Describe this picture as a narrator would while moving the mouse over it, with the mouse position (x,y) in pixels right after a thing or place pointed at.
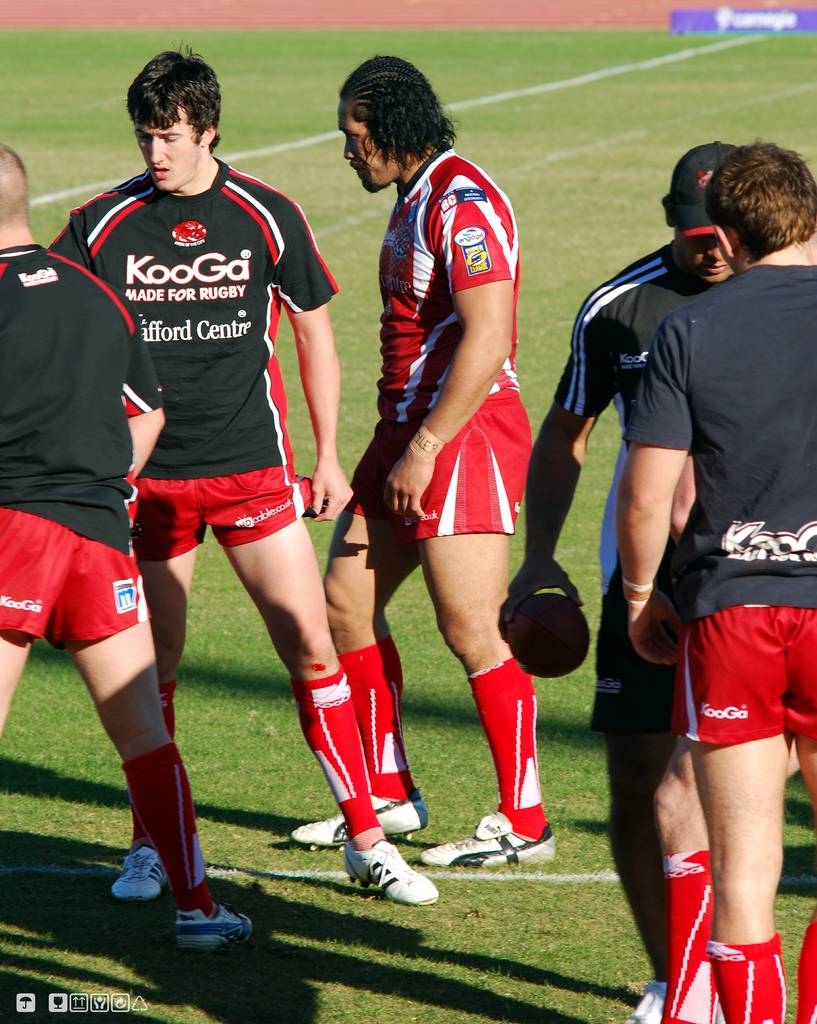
There are players (404,179). Some of them are in black color t-shirts (118,359) and one person (484,211) in red color t-shirt (485,190) on the grass (394,949) on the ground (141,936). In front of them, there is watermark (139,994). In the background (524,140), there are two white color lines (761,104) on the grass (682,65) on the ground (682,65) and there is dry land (341,15).
